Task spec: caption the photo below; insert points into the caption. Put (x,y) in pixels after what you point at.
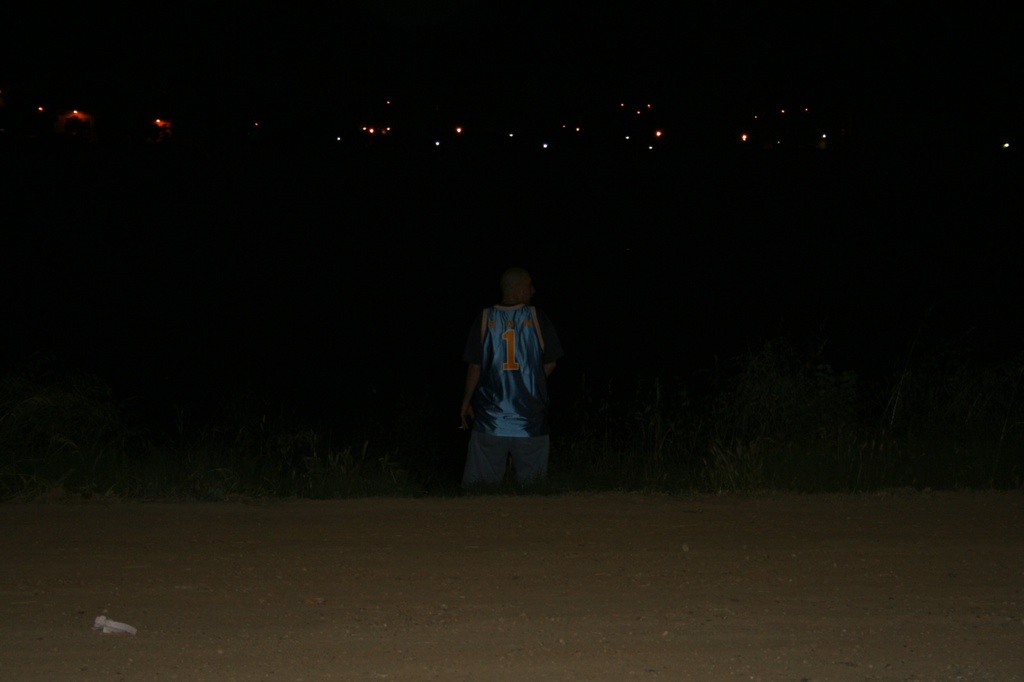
In this image we can see a person (535,472), grass (639,424) and other objects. In the background of the image (479,127) there are lights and a black background (725,53). At the bottom of the image (505,581) there is the ground (462,622).
